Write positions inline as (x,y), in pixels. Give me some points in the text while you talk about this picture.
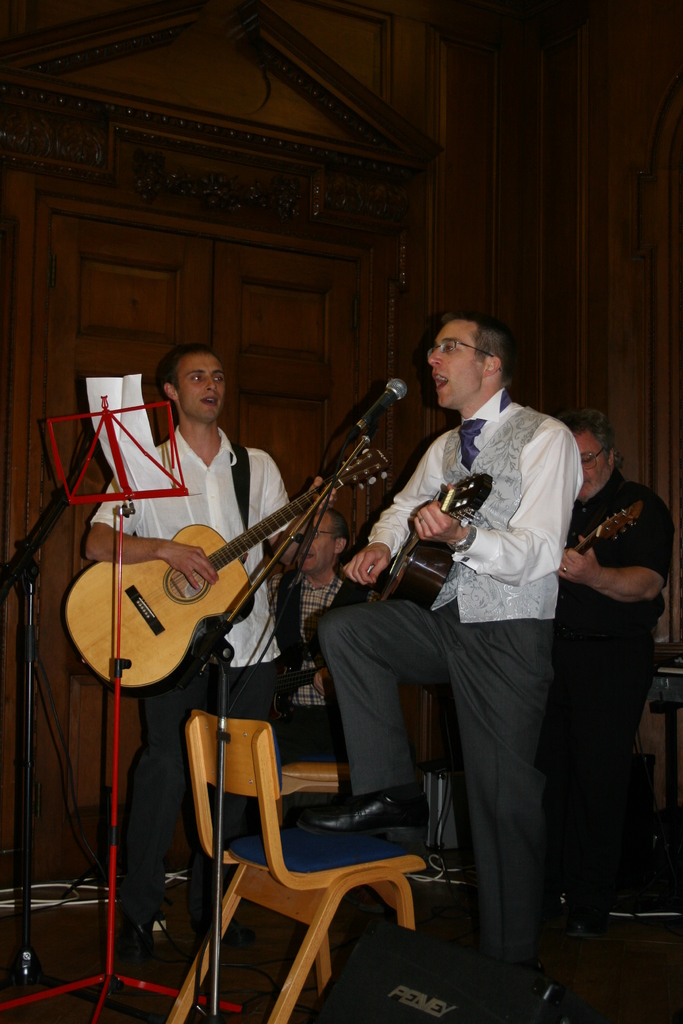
In this image there are 3 persons (391,515) standing and playing guitar (413,565) and singing a song in the microphone (379,400), and at the back ground (401,424) there is another person (318,548) sitting in chair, paper (114,392) fixed to a stand (111,924) and a wooden wall (174,214).
